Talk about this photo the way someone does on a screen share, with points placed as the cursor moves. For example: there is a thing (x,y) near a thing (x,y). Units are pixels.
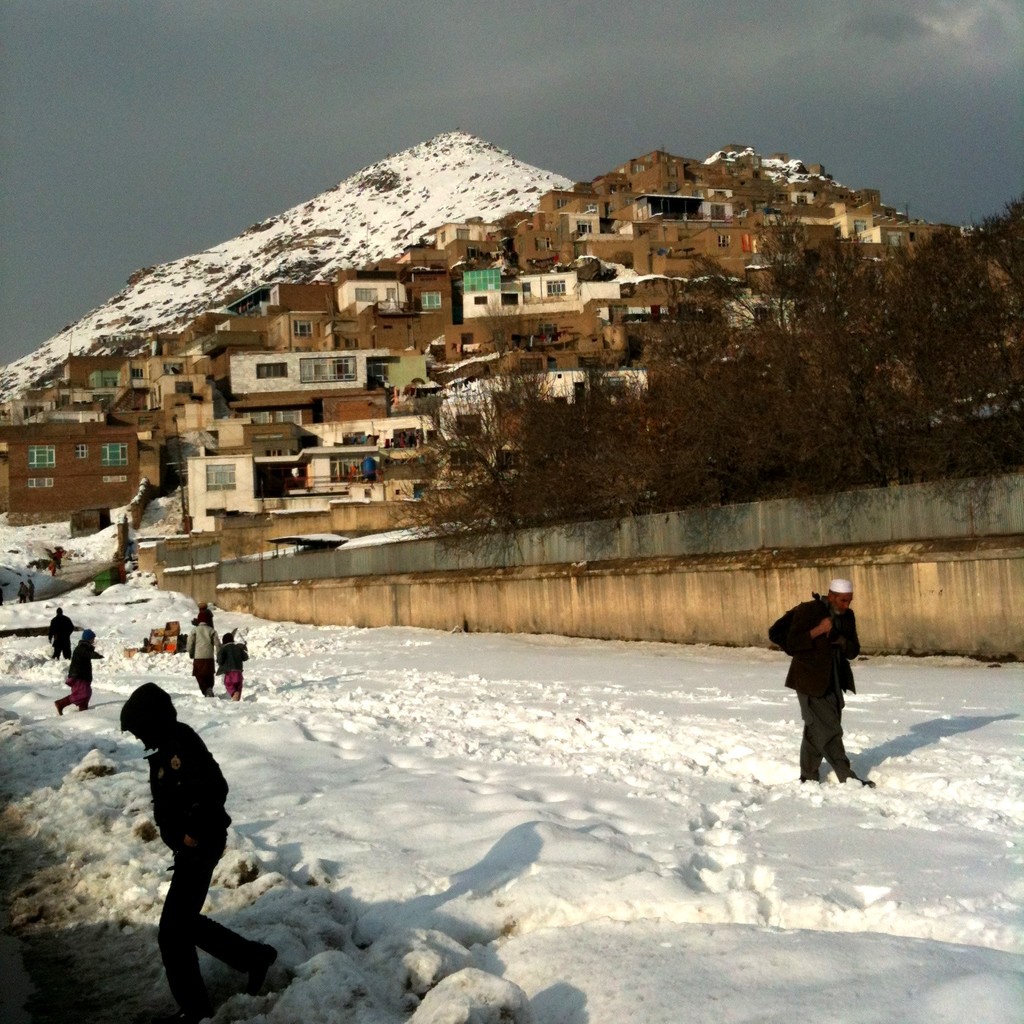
In this picture I can see snow (923,918). There are group of people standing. I can see buildings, trees (1019,304) and a snowy mountain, and in the background (662,79) there is the sky (662,79).
